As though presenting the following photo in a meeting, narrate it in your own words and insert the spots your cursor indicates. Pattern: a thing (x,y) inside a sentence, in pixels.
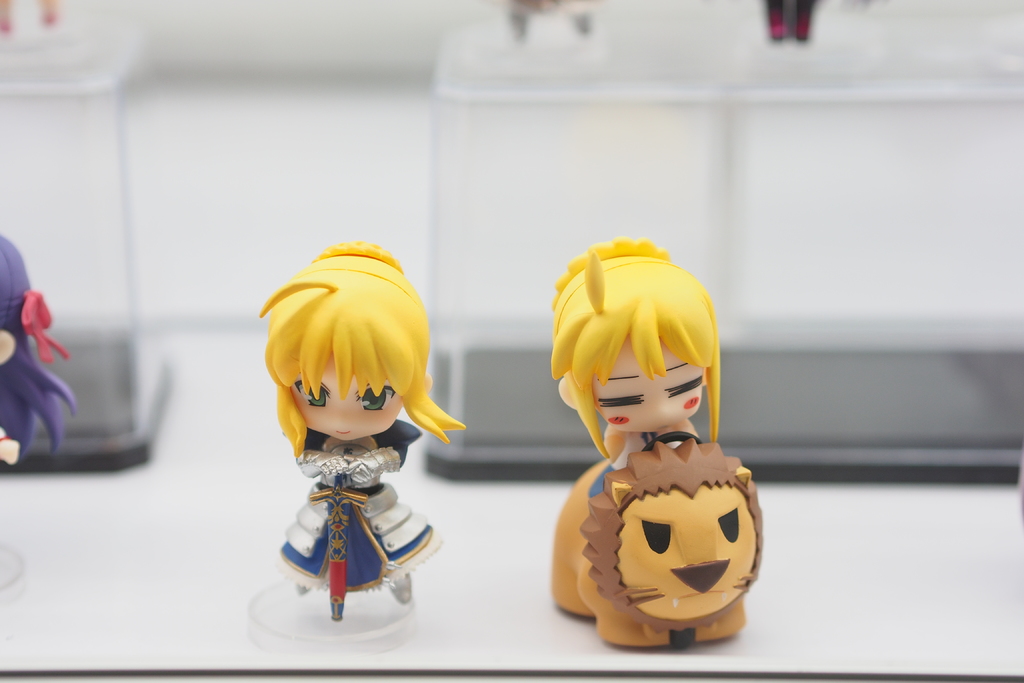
In this picture I can see 4 toys (288,360) on the white color surface (259,480) and I see that it is a bit blurry in the background (523,50).
